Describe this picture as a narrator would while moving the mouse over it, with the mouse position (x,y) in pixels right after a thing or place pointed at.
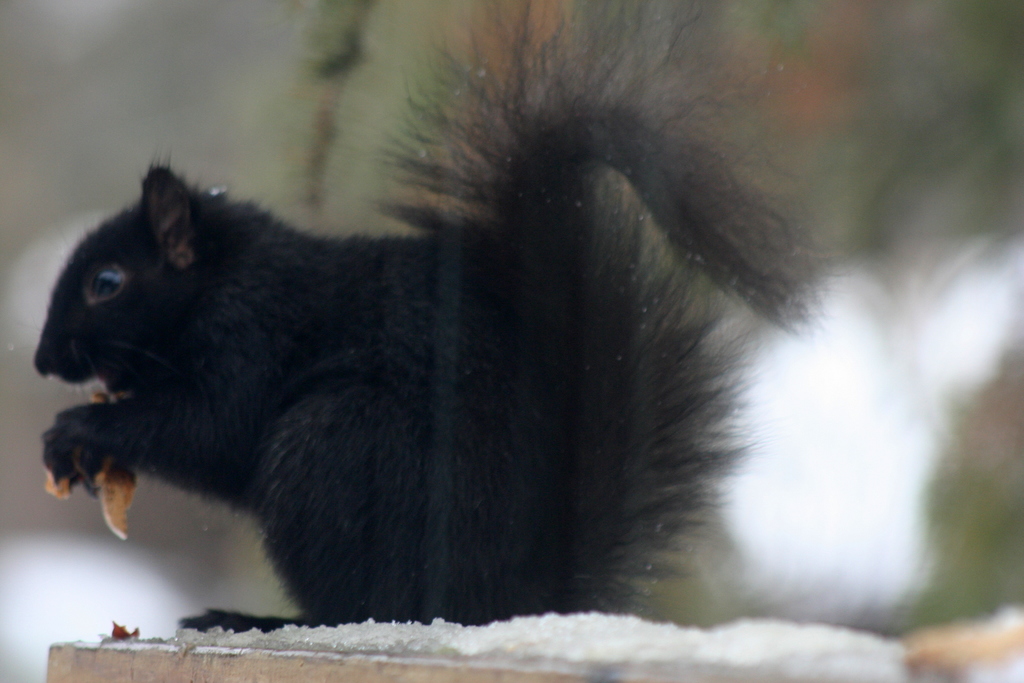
In the picture we can see a black color squirrel (295,443) on the surface (215,673), holding something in the hands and the background (8,497) is not clear.
